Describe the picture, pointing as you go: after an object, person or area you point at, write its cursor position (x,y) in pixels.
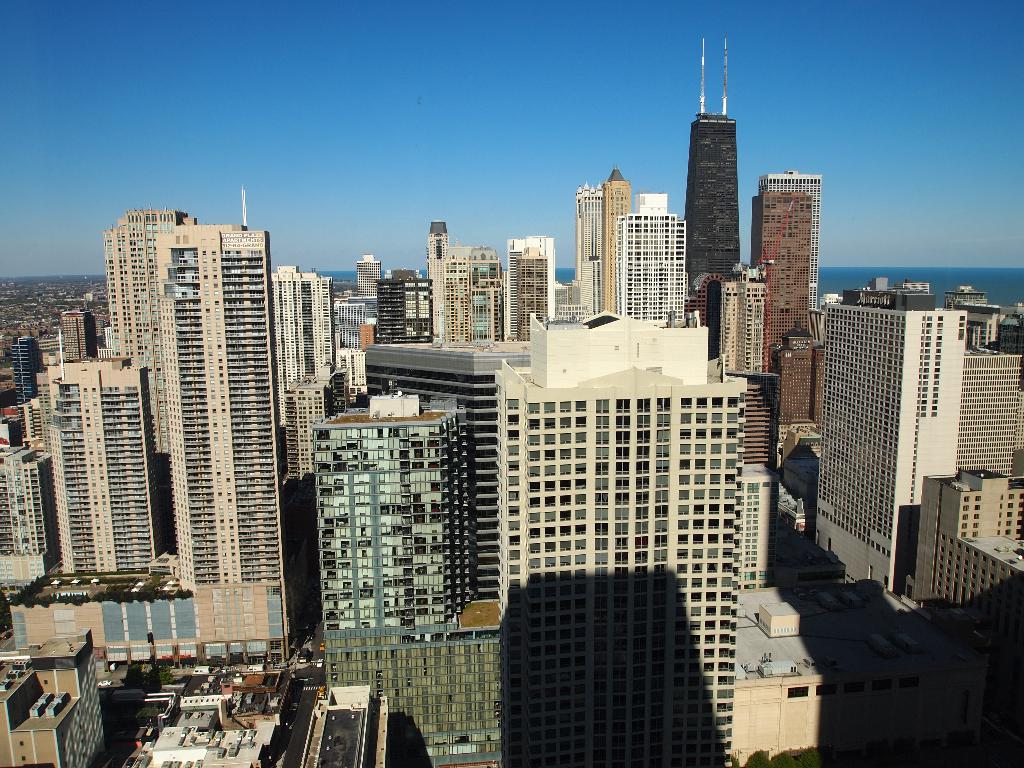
In this image we can see many buildings (523,465) and skyscrapers (518,498). There are many plants (113,587) at the left side of the image (107,600). There are few vehicles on the road (297,695) at the bottom of the image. We can see the sky (430,128) in the image.
